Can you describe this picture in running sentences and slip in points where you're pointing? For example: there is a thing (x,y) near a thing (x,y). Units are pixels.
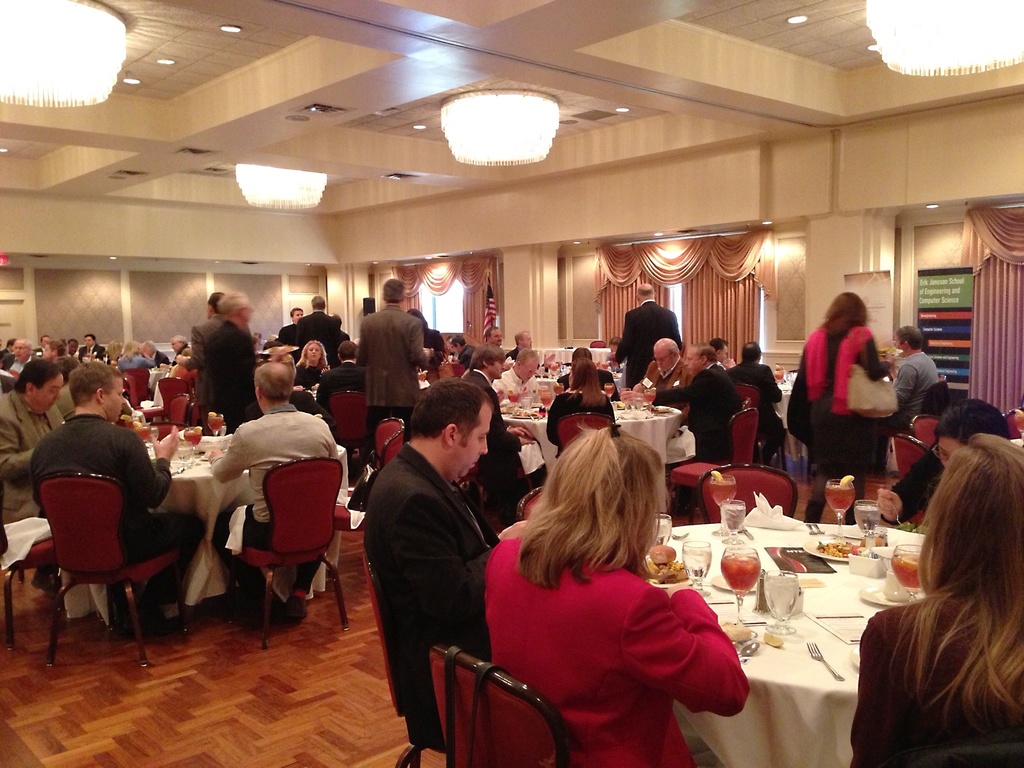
It seems like a restaurant (339,308) where so many people (506,479) are engaged in breakfast or lunch or dinner and there are chairs (126,571), tables (204,559) present. Also we have food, drink (730,577) present.
